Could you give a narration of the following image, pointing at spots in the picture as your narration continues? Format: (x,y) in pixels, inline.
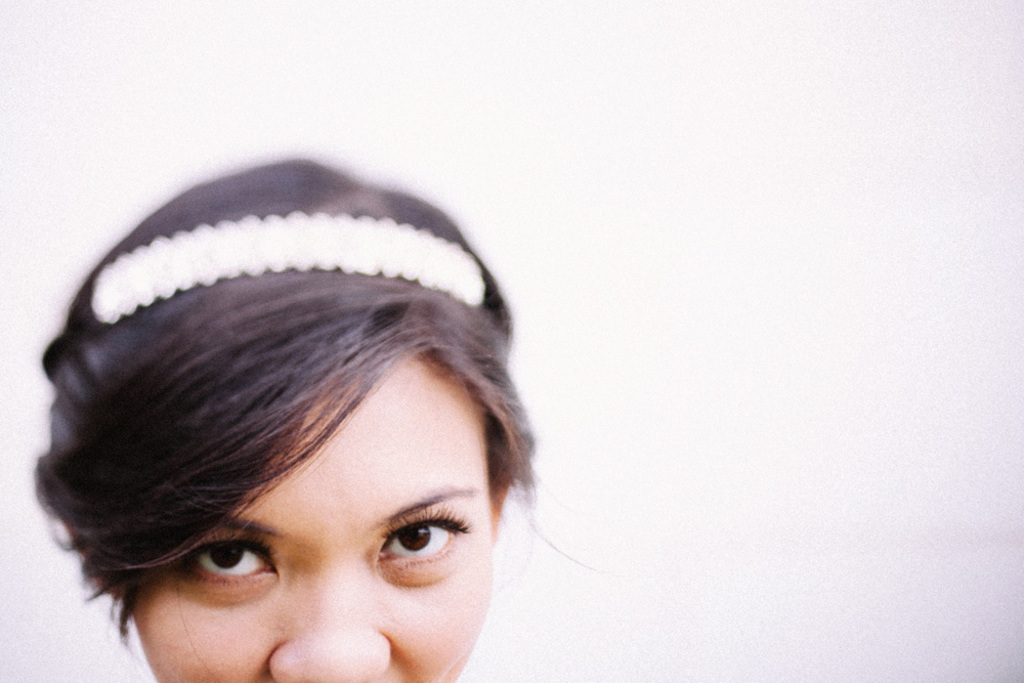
In the image we can see the picture of a woman (240,442) on the left side (217,518). Here we can see hair belt (234,268) and the background (764,305) is white.
